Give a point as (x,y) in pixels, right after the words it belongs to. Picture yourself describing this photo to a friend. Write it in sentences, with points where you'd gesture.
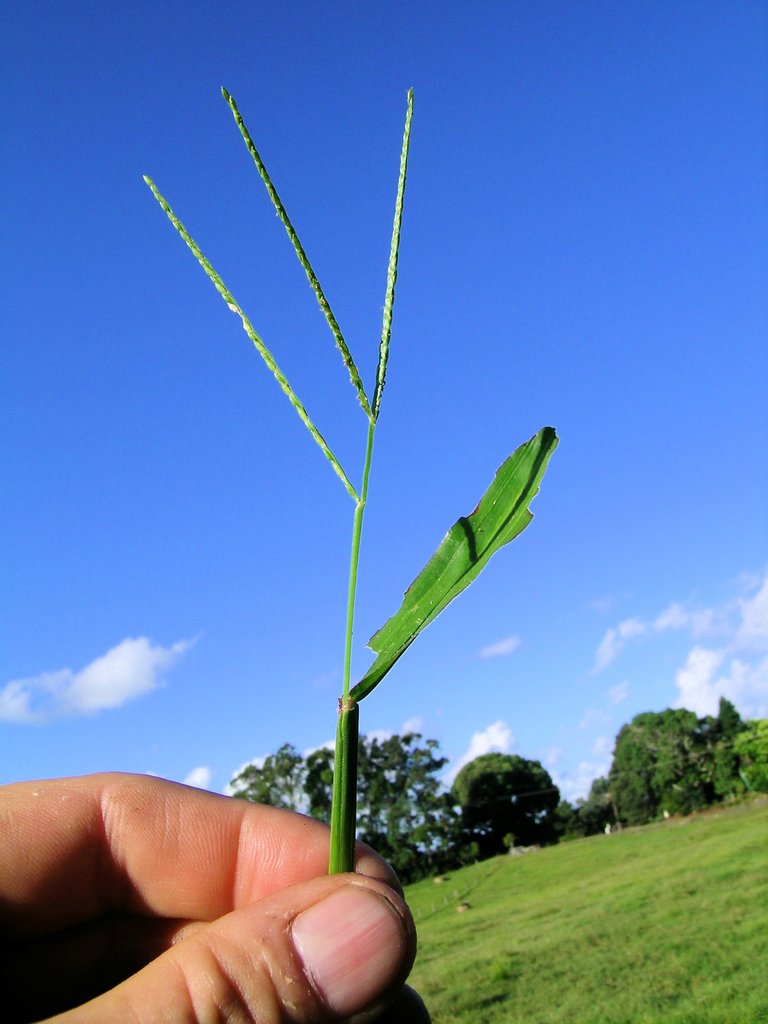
On the left side (177,1003), there is a hand (69,788) of a person (112,781) holding a plant (349,668). On the right side (741,924), there's grass (693,942) on the ground (667,953). In the background (690,788), there are trees (720,748) and there are clouds (747,714) in the sky (405,581).
